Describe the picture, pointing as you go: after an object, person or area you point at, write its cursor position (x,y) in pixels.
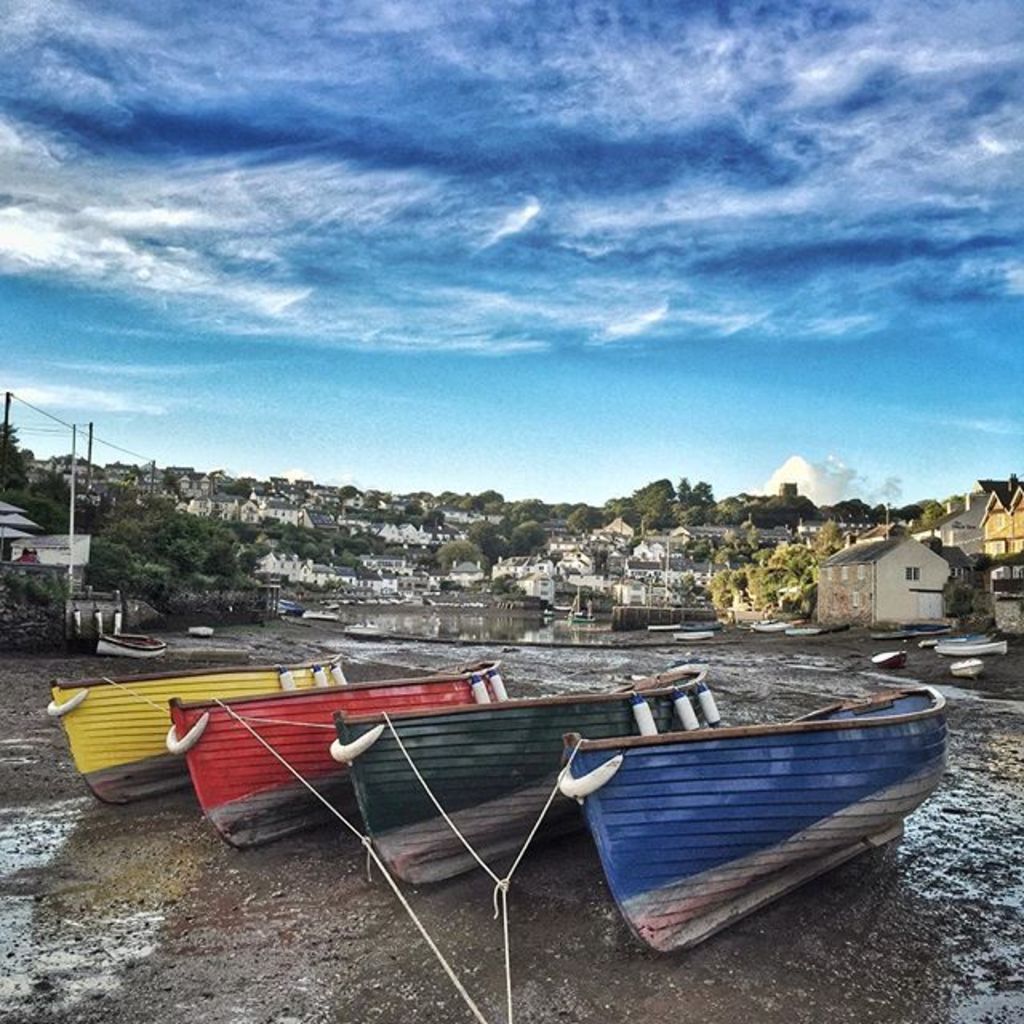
In this image there are boats (199,708) on a land (625,974), in the background (508,594) there are houses (906,586), trees (186,529) and the sky (430,306).
